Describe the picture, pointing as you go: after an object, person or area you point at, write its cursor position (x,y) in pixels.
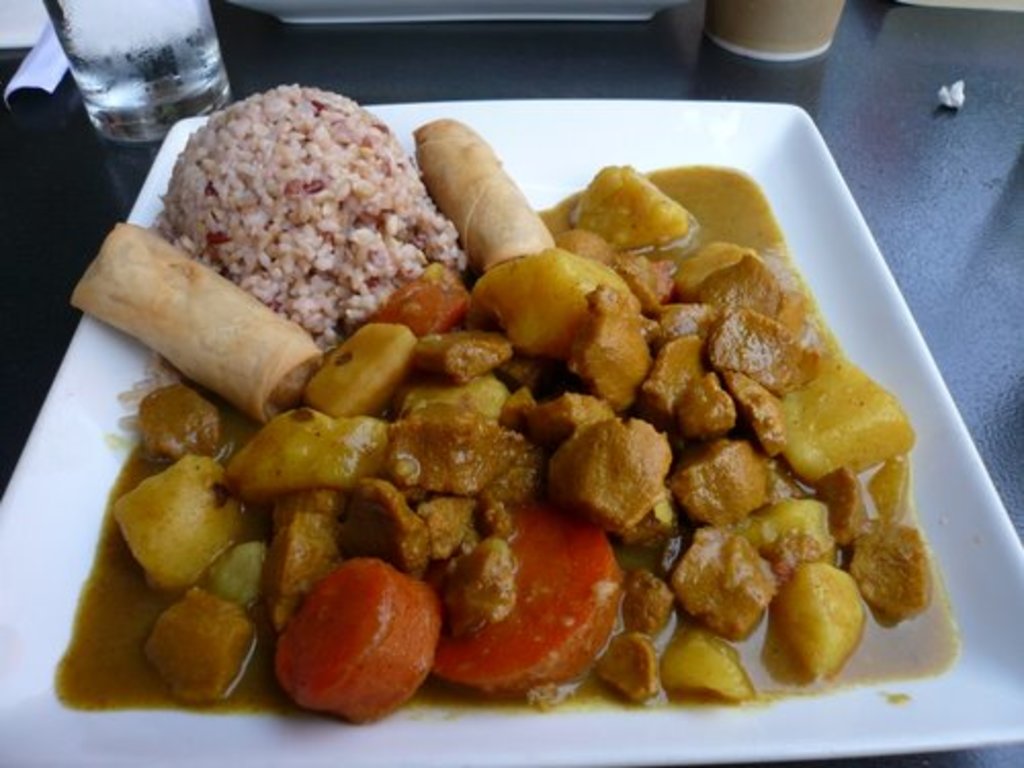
In this image I can see a plate (761,139) on the plate (769,159) I can see a food (383,420) and glasses (155,42) kept on the table (893,168) and the plate (860,215) is kept on the table (906,243).
